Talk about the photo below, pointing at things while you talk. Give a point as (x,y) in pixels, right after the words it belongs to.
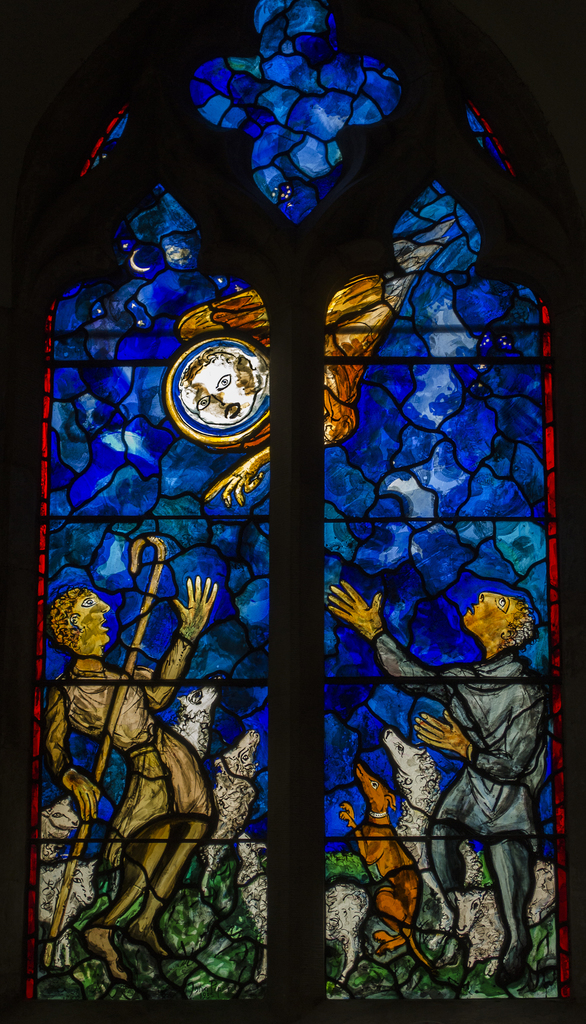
In this image we can see a painted glass window (342,757).
